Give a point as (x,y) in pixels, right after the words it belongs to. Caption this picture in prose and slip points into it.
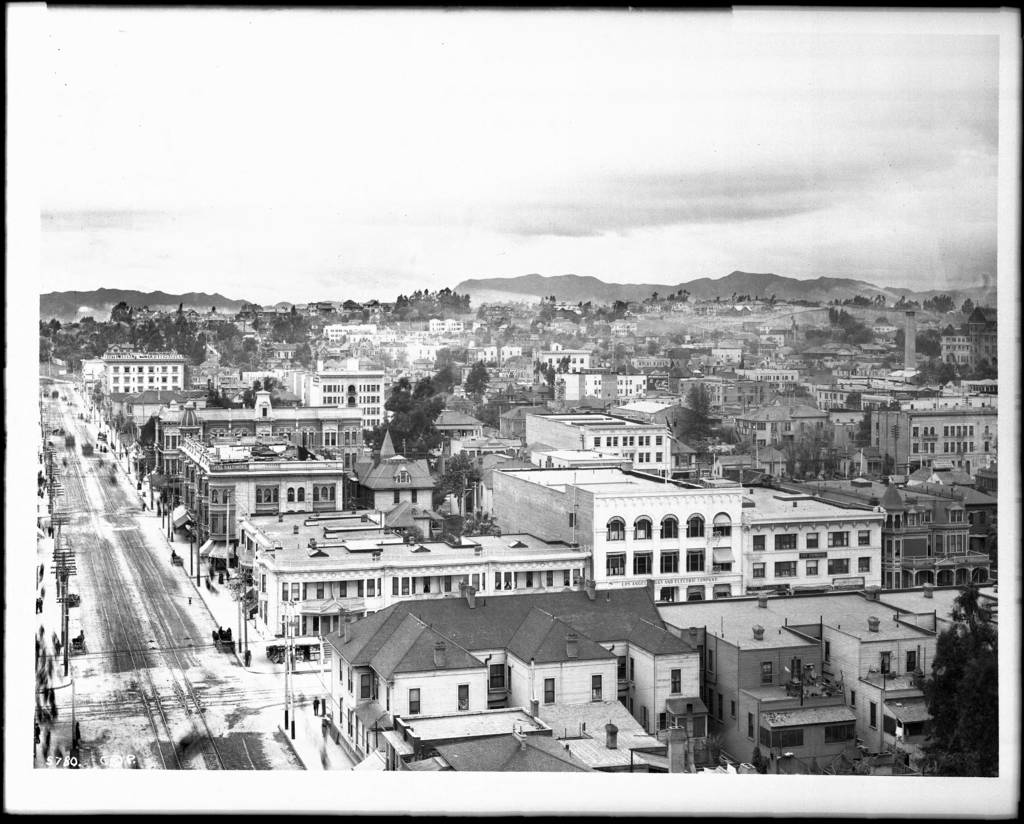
It is a black and white picture. In the center of the image (438,302) we can see the sky (453,171), clouds (588,185), trees (45,325), buildings (581,539), windows (139,368), poles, few people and a few other objects (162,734). At the bottom left side of the image (87,757), we can see some text (124,759). And we can see the black color border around the image.
